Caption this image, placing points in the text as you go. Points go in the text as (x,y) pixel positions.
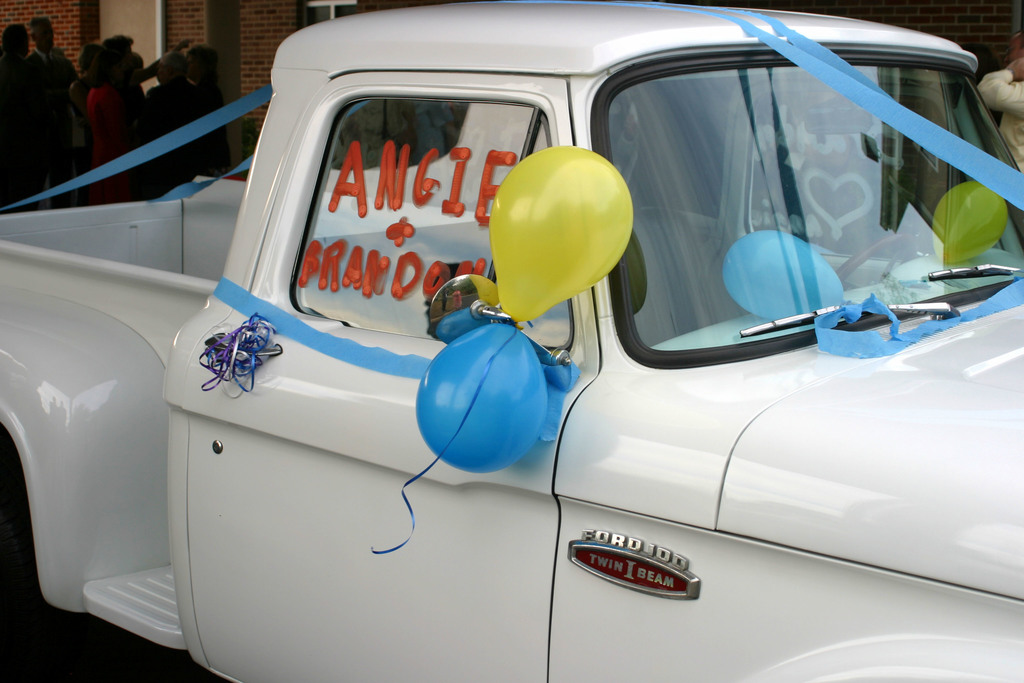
In this image there is a vehicle (298,605) for that vehicle (507,315) there are balloons (536,267) and ribbons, in the background (142,106) there are people (103,118) standing and there is a wall (972,35).
